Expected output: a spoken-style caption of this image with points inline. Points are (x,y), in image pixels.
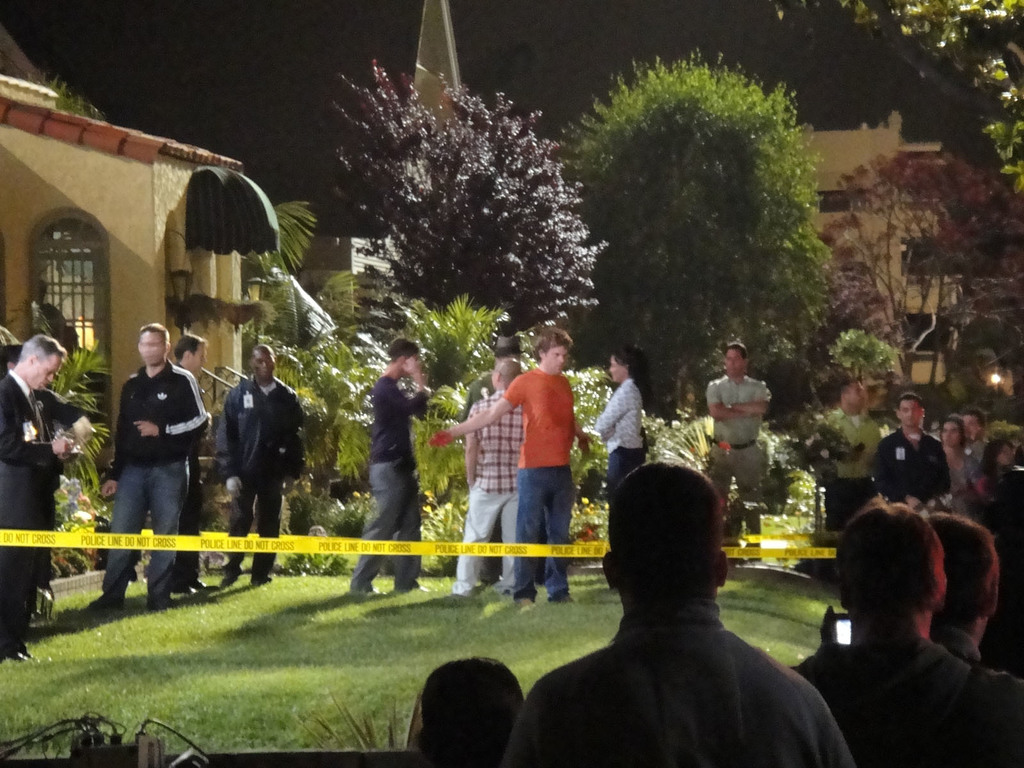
In the center of the image (526,431) there are people (837,515) standing. In the background (625,154) there are buildings (32,165), trees (738,200) and sky (572,64). We can see a light (991,380).
